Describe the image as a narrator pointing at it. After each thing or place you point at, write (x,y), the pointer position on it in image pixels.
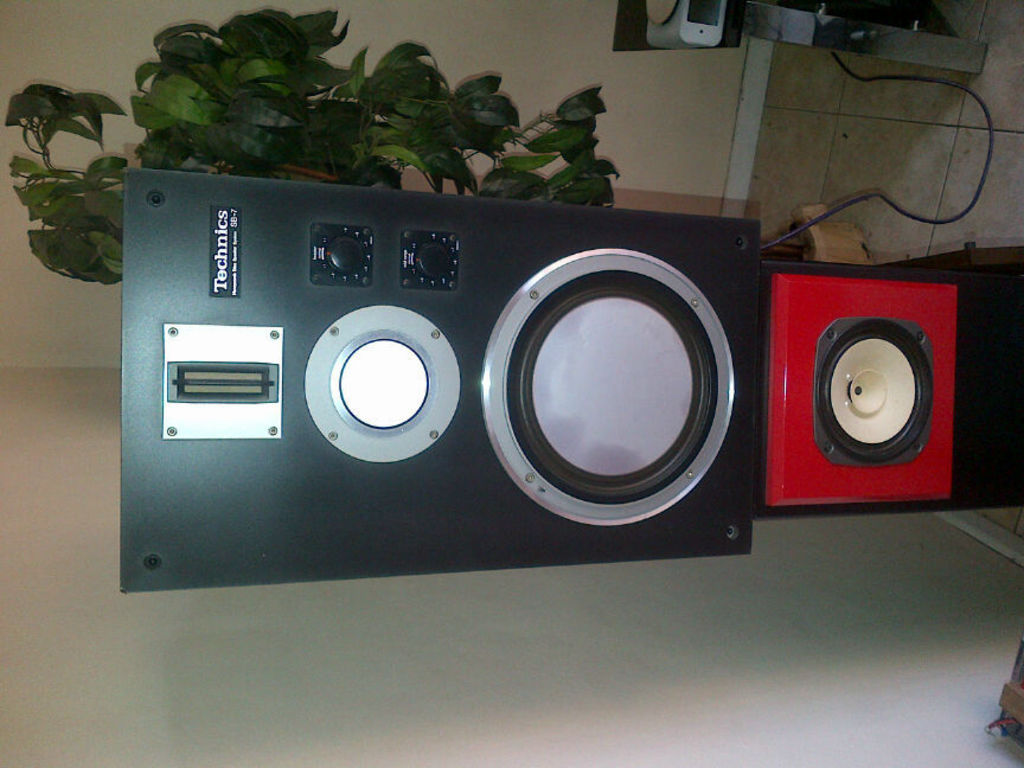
In this picture I can see black and red color sound speakers (459,278). The black color sound speaker (485,391) is attached to an object (801,6) with a wire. In the background (364,64) I can see a plant (595,201) and wall (518,587). I can also see some other object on the floor (949,166).
